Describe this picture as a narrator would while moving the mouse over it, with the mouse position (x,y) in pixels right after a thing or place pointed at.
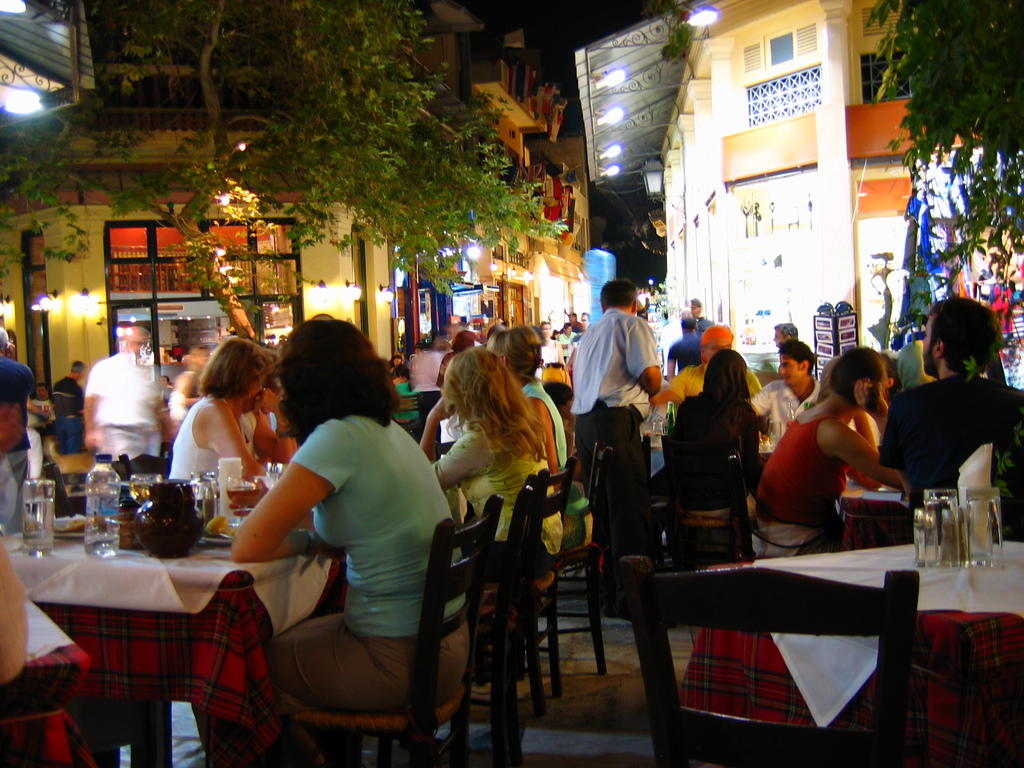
In the image there are group of people (522,474). Some people (514,391) are sitting on chairs (525,502) in front of a table (218,538), on table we can see a jar (187,509), water bottle (98,506), glass (51,505), plate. On right side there is a man (587,445) standing, on left side (313,52) we can see a tree (444,227), buildings (339,269) and lights (472,246) and sky (534,45) is on top.
